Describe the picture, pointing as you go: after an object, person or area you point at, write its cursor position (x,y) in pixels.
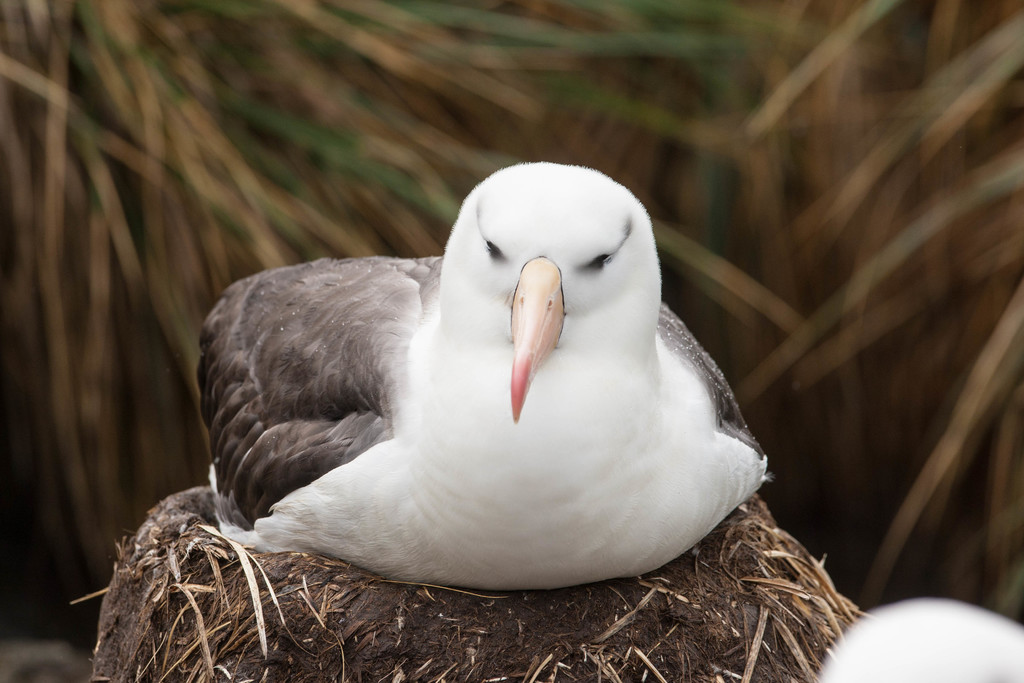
In the image there is a bird (520,333) sitting on the nest (705,642). Behind the bird (557,446) there is a blur background (767,102).
